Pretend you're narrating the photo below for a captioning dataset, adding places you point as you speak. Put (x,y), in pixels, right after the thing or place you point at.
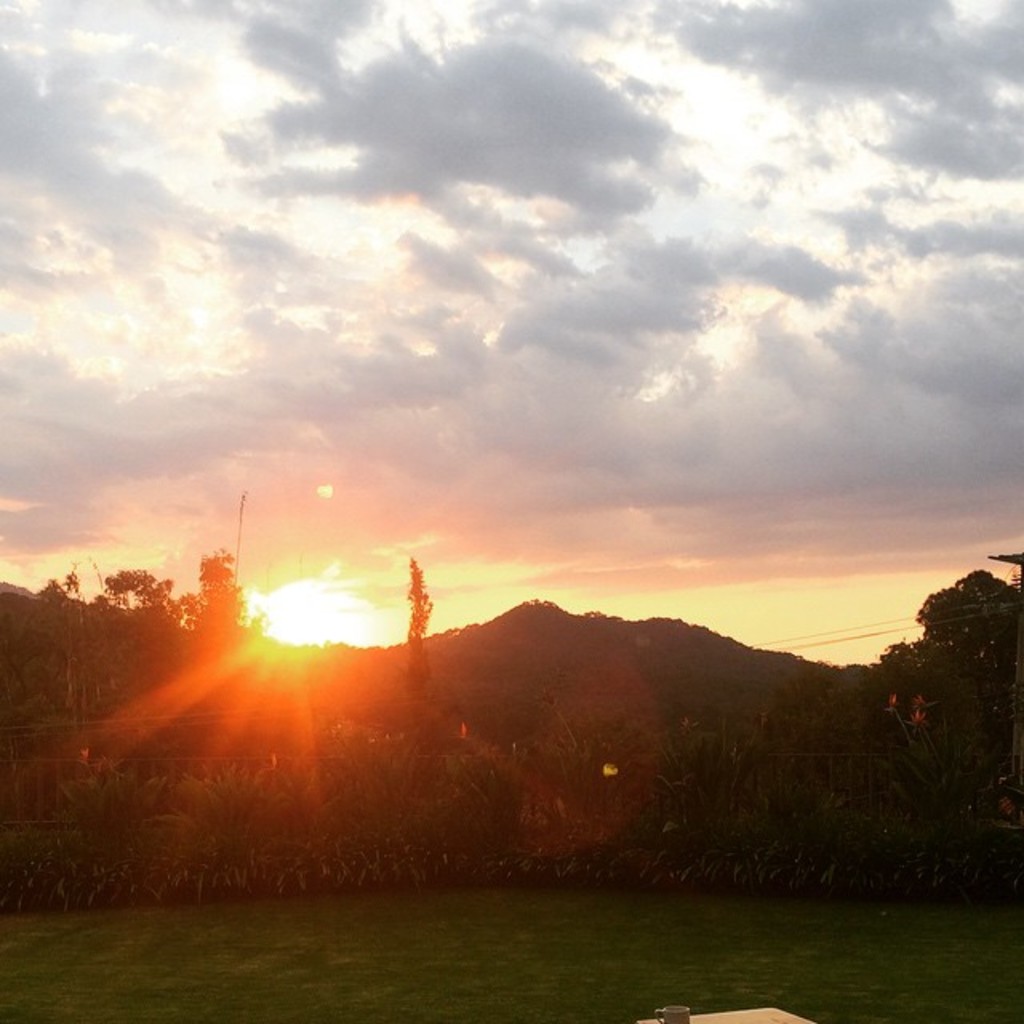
In this image I see the green grass (667,941) and I see a cup (669,1019) on this surface (777,1007). In the background (20,898) I see the plants (543,822), trees (6,688) and I see the sun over here and I see the sky (485,420) which is a bit cloudy.
